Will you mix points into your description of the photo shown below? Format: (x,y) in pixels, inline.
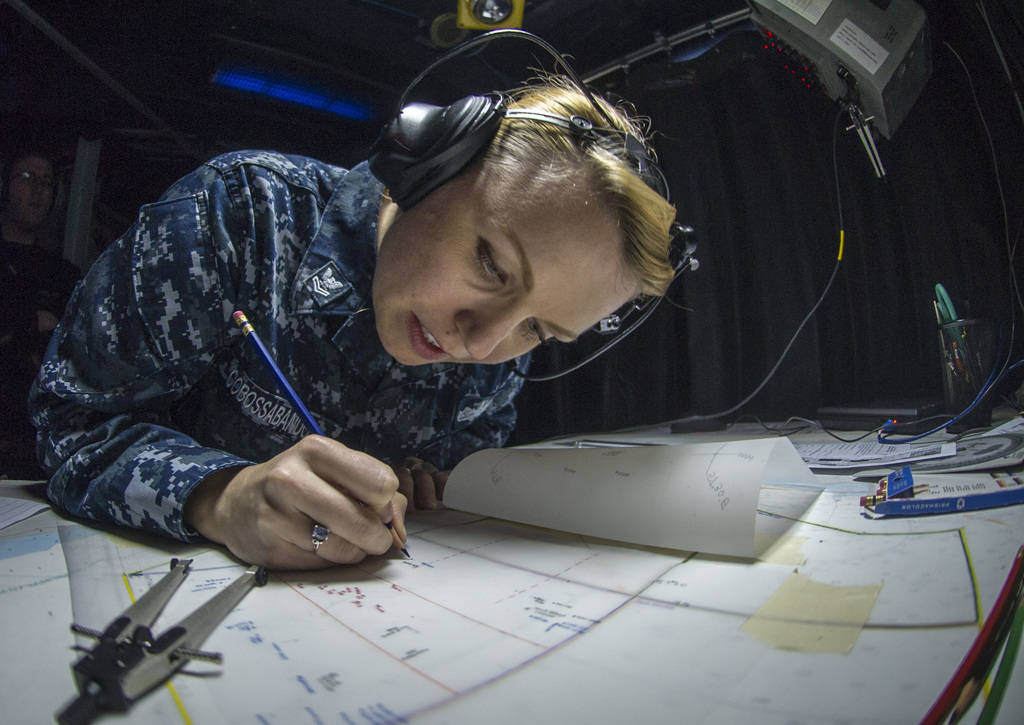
In this picture we can see one woman (453,317) is sitting on the chair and in front (295,689) there is a table (30,489) so charts (539,567) are placed on the table (479,556), she is writing something on the charts (413,605).
